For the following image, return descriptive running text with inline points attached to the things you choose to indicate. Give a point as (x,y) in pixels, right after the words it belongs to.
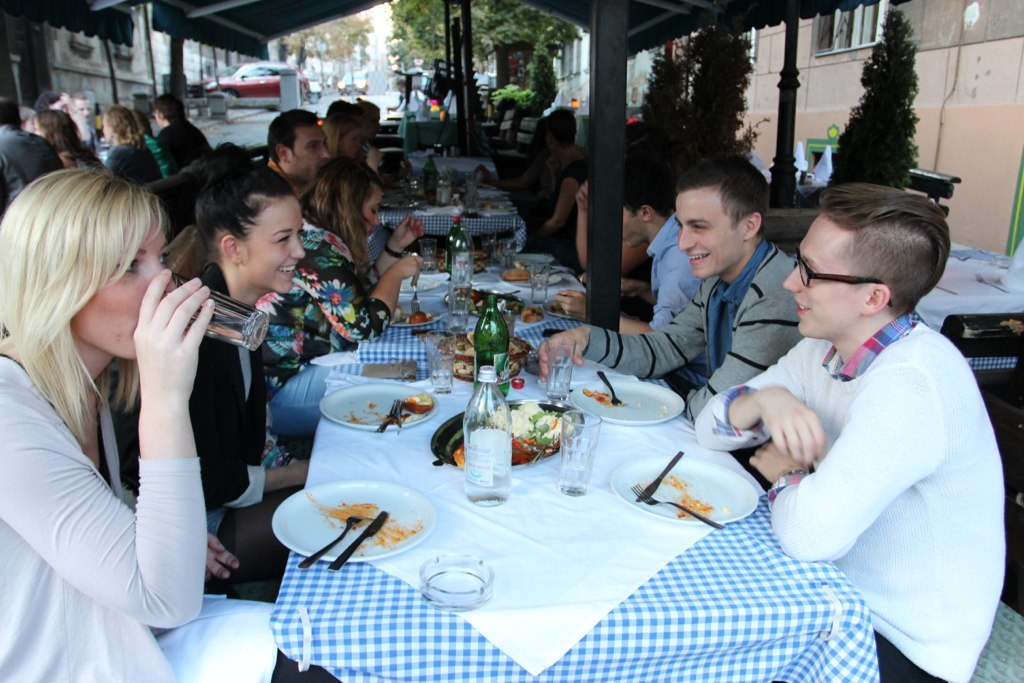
In this image we can see many people (402,266) sitting around the table (560,439). There are few plates (356,534) with food (516,451), bottles (489,463), glasses (588,434) and a table cloth (610,573) placed on the table (658,583). In the background (579,93) we can see a car (275,78), trees (899,65) and a building (857,93).
